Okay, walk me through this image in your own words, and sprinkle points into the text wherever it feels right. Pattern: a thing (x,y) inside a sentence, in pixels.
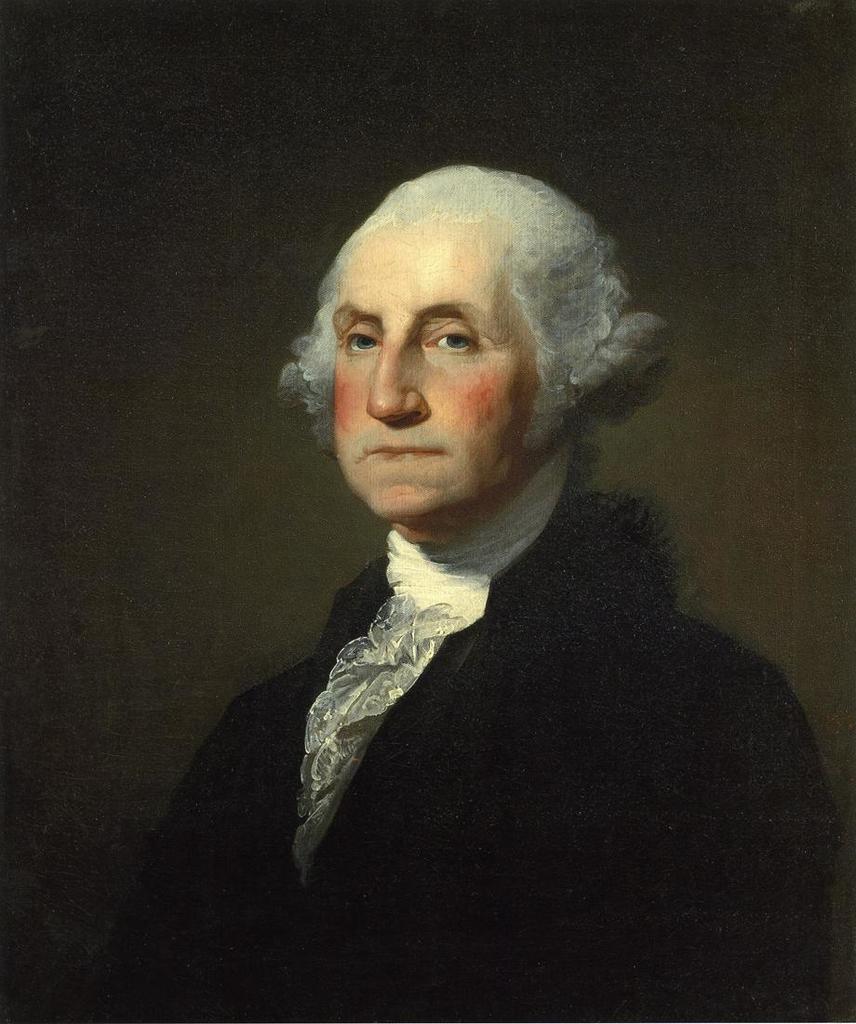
In this image I can see depiction of a man (384,578) wearing black colour dress (435,768). I can also see black colour in background (288,213).
